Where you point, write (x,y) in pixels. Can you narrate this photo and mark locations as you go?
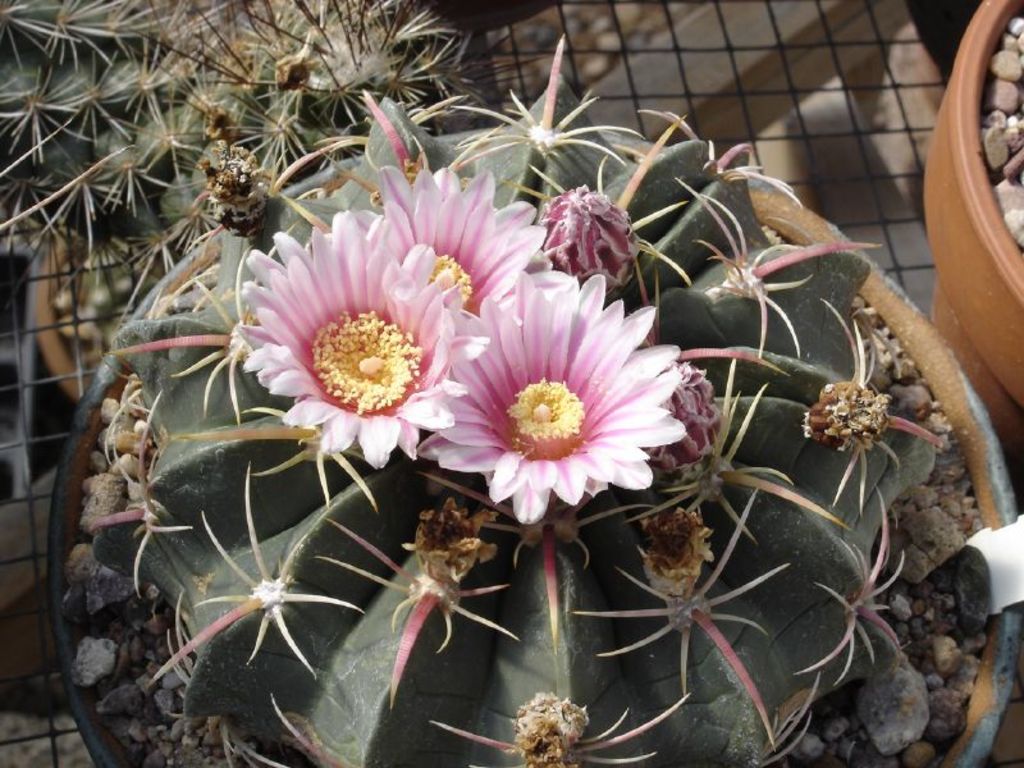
In this image there are pot plants (560,430), rocks (87,552), flowers (373,376) and mesh (750,99).
